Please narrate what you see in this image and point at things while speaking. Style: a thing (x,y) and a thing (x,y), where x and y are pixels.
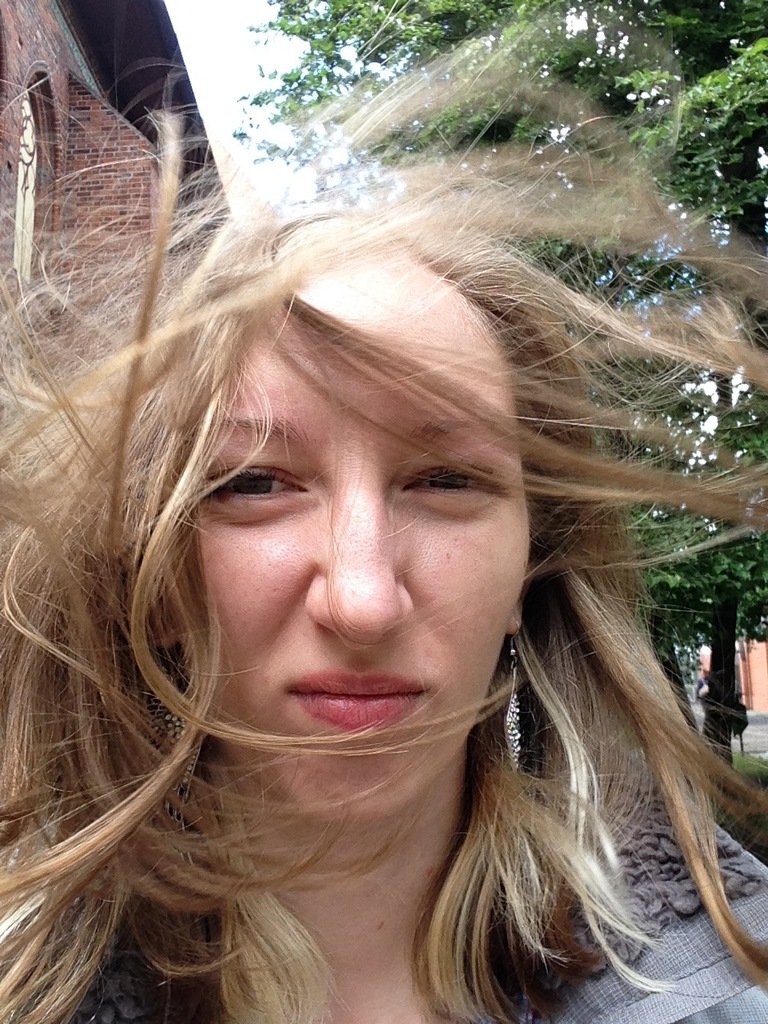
A woman (509,193) is looking at the camera, her hair (216,424) is in zig zag position, in the right side (514,5) it is a green tree (671,140) and in the left side (158,101) there is a building (122,138).
